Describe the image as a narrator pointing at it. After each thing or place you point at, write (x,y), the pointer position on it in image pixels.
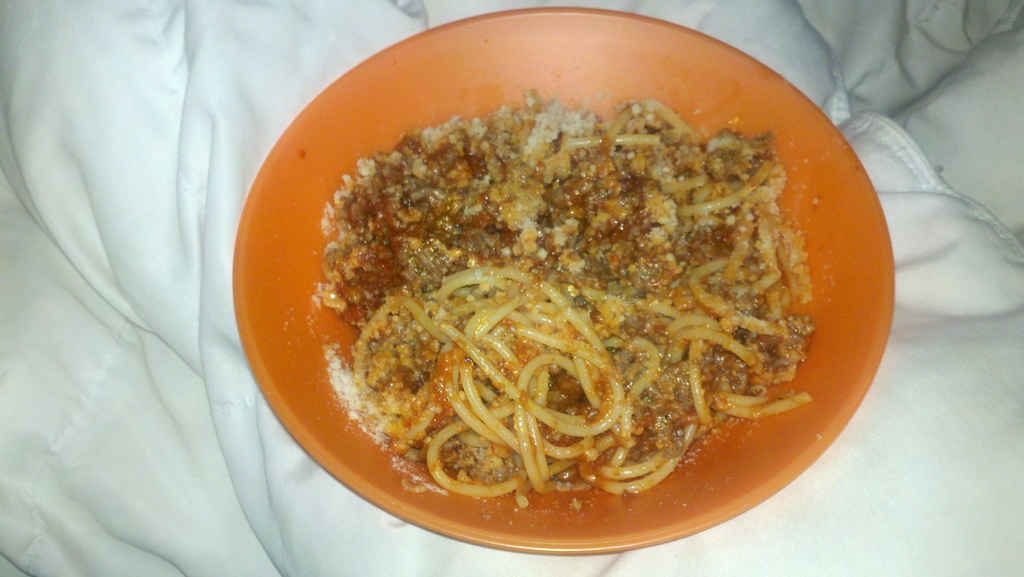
On this surface (926,235) we can see an orange bowl (269,263) with food (709,288).
